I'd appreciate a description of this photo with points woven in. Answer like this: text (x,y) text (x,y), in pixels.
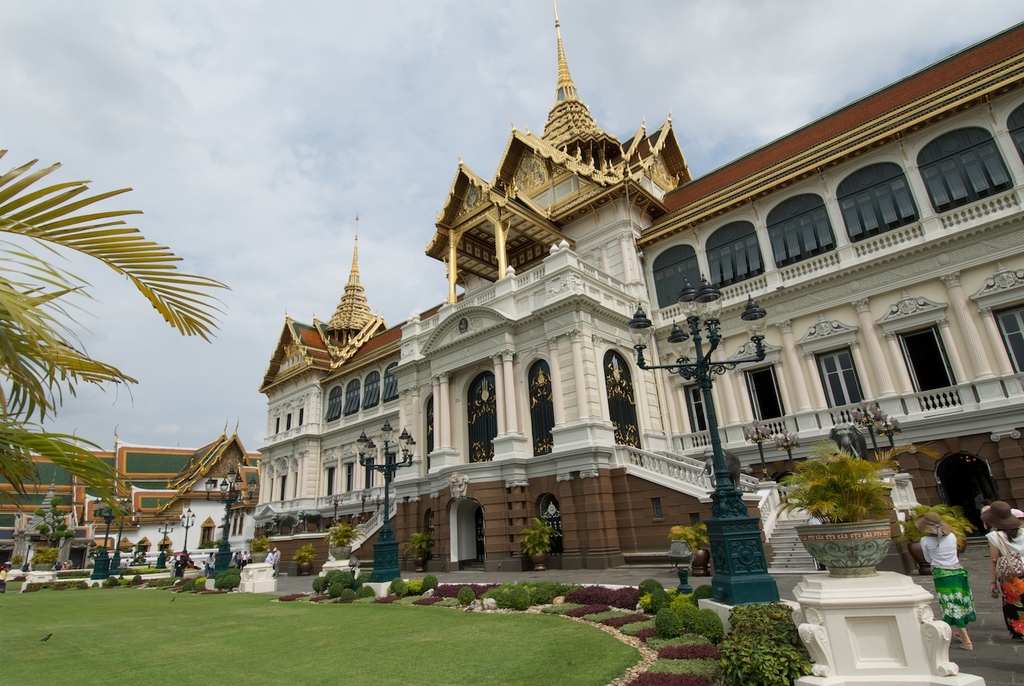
In this image, there is a building (654,229) which is colored white. There is a plant (865,496) in the bottom right of the image (859,511). There are street light poles (707,402) in front of the building (264,494). There is a sky (464,20) at the top of the image (474,75).
